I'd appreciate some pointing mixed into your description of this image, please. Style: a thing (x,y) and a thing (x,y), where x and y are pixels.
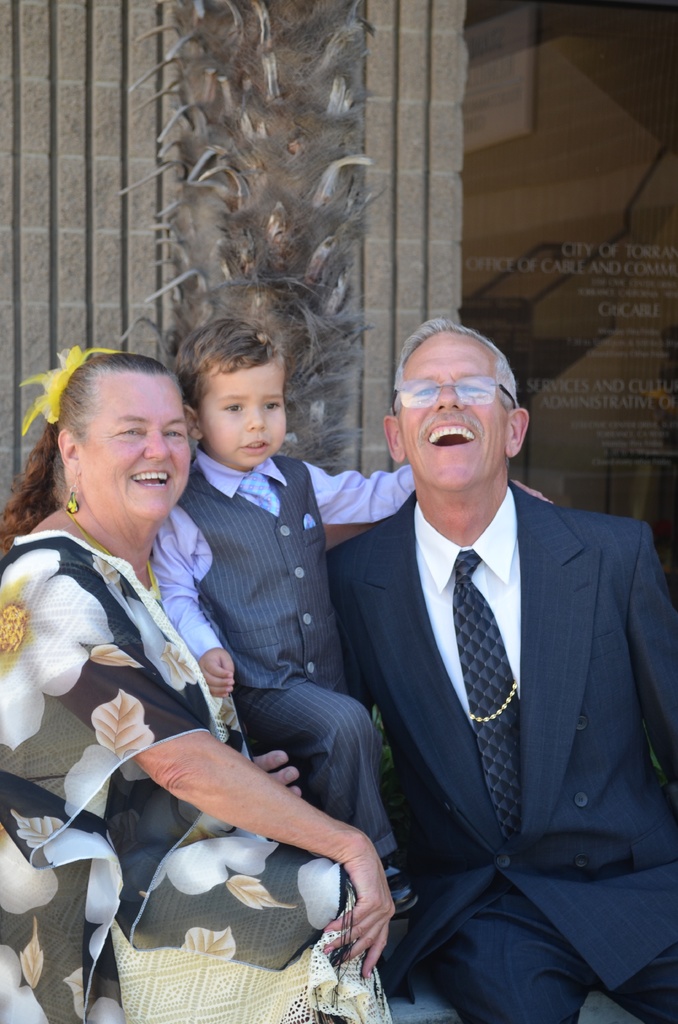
In this image there is a man (505,767), woman (51,661) and a boy (261,458), in the background (145,146) there is a wall (417,160) on that wall (455,247) some text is written.
